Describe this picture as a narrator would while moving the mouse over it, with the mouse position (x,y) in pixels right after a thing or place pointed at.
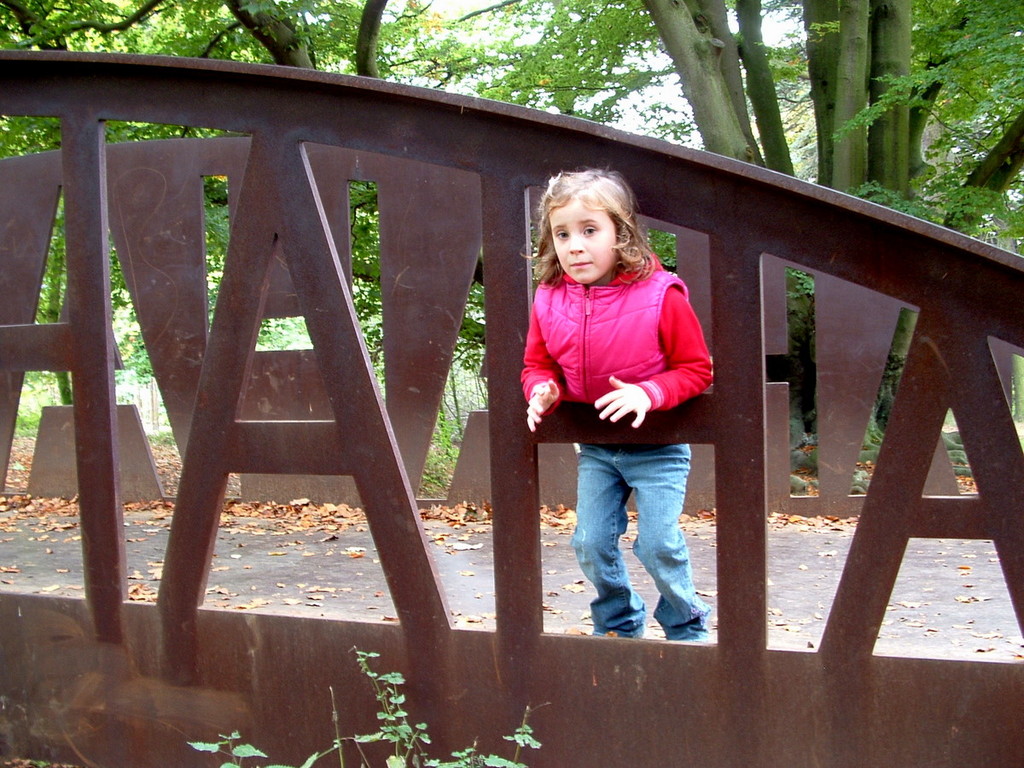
In this picture I can see there is a girl (628,377) standing and there is a metal frame (393,561), in the backdrop (837,30) there are few trees (77,18).
